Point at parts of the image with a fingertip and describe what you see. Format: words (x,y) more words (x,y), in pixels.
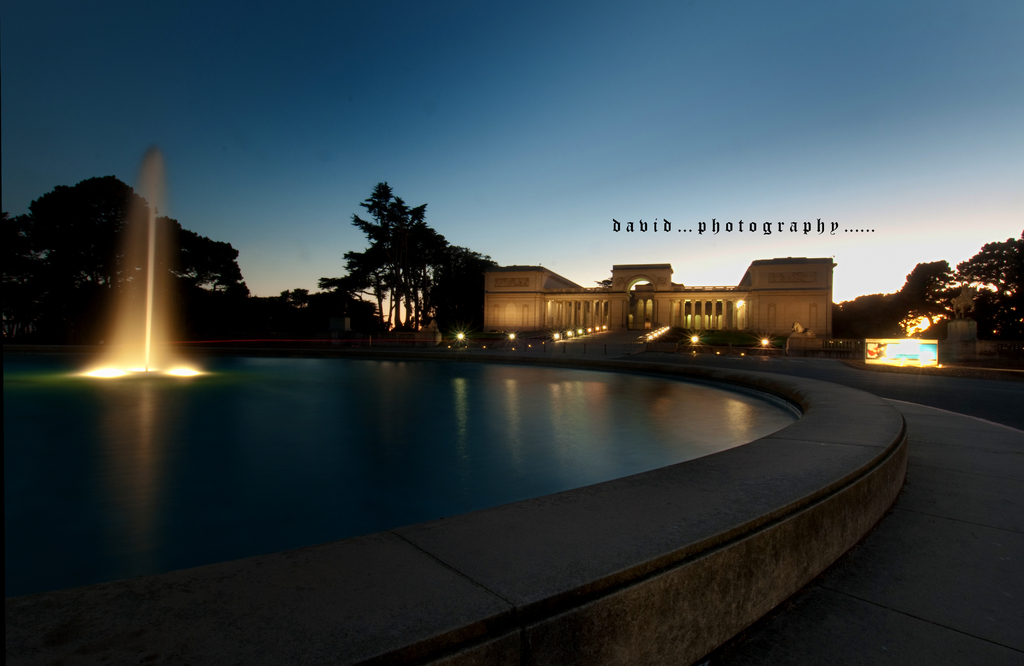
In this image we can see a fountain (127,340) with lights (144,373), in the background (494,261) there are some trees (947,297) a building (669,311) and lights (658,335) in front of the building (570,313) and a sky (711,130).
